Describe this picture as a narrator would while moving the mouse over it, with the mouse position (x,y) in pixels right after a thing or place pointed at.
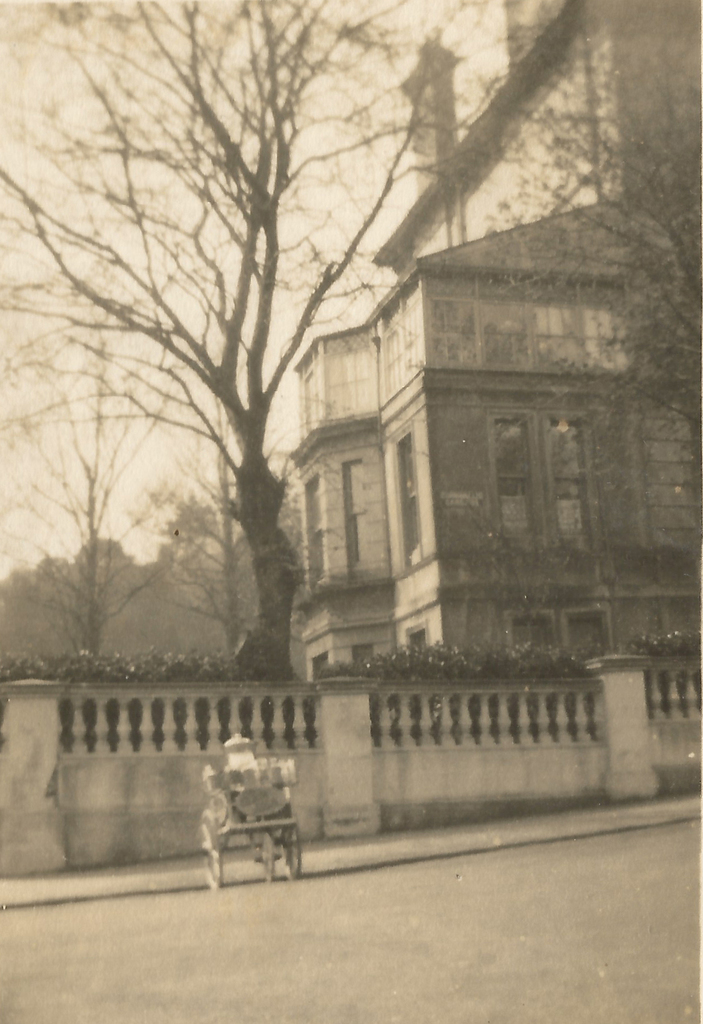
In this picture we can see the black and white photography of the building (551,497) with some glass windows (548,450). Beside there is a dry tree (288,601). In the front (299,743) there is a small parapet wall (90,762) and chariot (215,871) park on the road (302,899).
